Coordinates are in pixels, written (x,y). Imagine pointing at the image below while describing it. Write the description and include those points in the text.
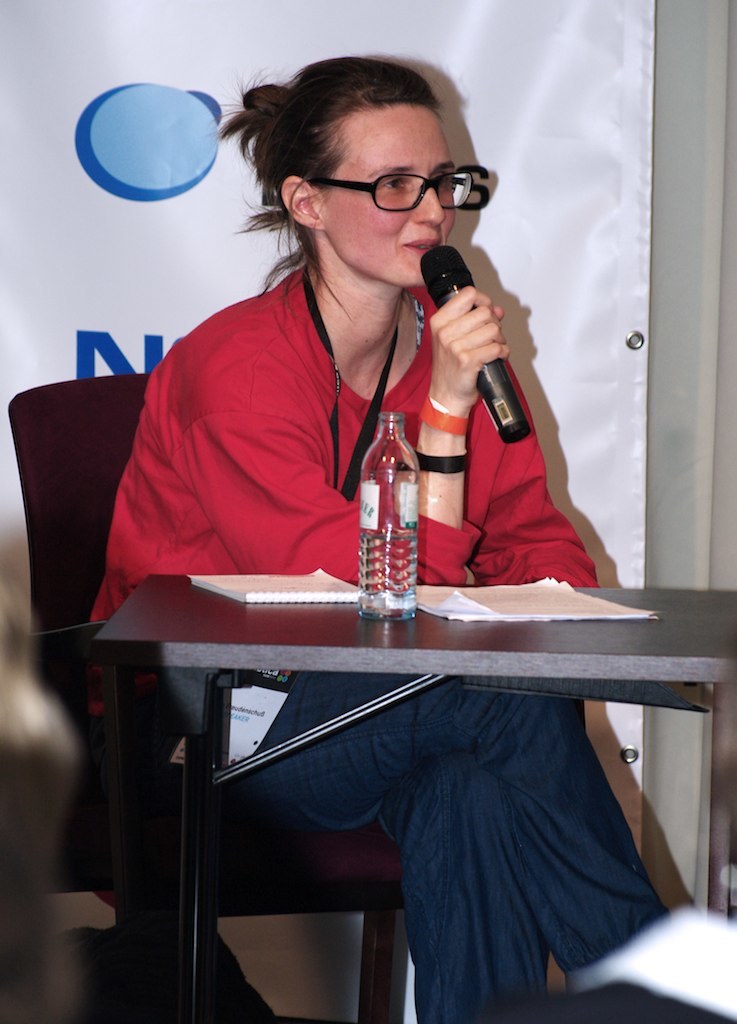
Here is the woman (203,473) sitting on the chair (88,546). She wore red T-shirt (331,494) and blue trouser (485,781). She is holding the mike (447,253) and talking. This is the table (614,649) with papers (433,596) and bottle (391,424) on it. At background (590,275) I can see a white color banner (534,146) with some design (141,156) on it.
